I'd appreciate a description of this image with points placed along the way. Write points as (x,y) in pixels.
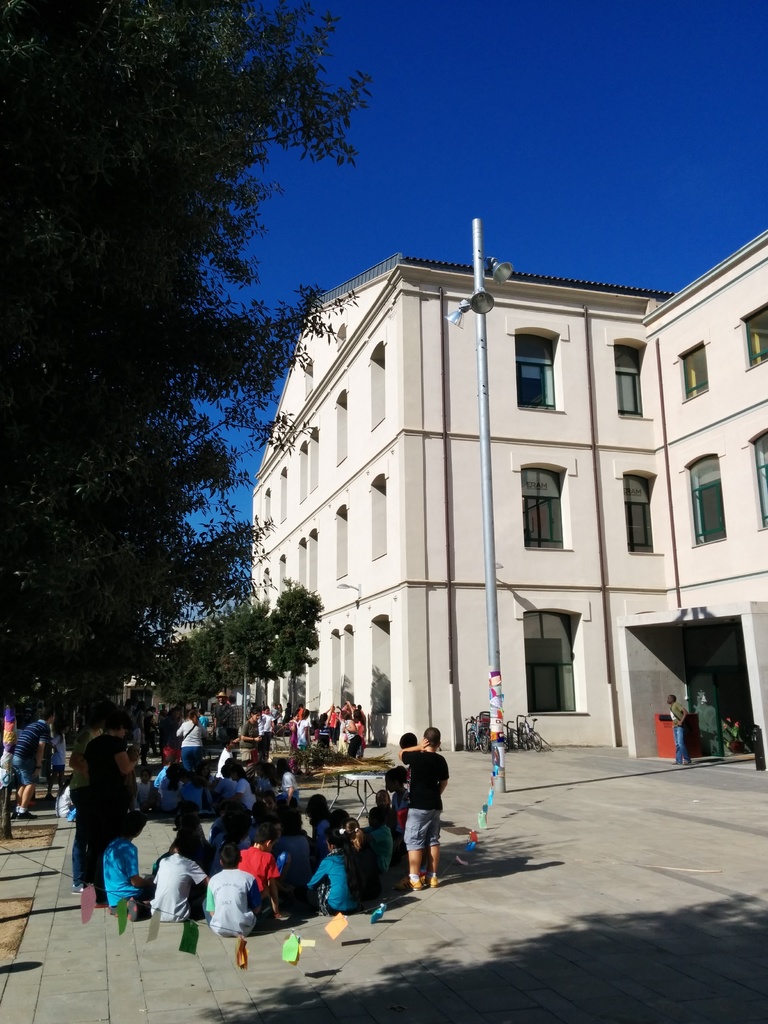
In this picture, we can see an group of people (119,806) and they're few people (238,773) who are sitting after that, There is a pole (478,220) which includes three lights (485,298) next we can see a building (707,282) with multiple windows (529,503) and i can see few bicycles (471,730) parked here, Finally we can see a tree (170,600) available.
